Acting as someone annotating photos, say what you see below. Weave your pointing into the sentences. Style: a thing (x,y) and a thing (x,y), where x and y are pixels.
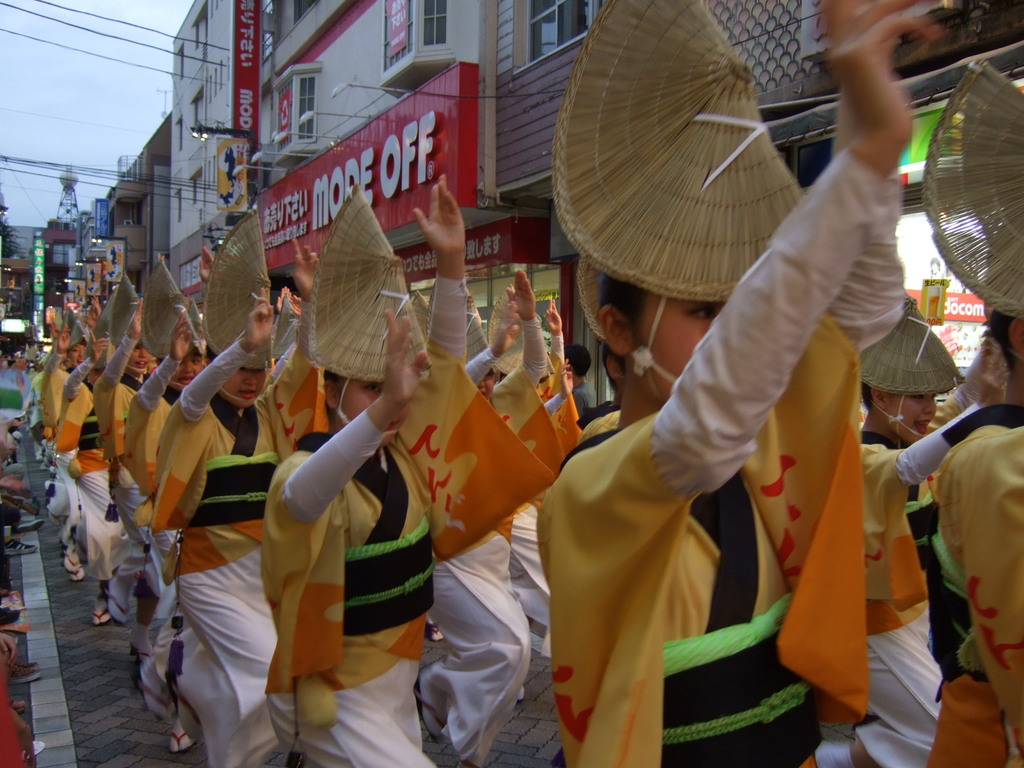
Here in this picture we can see a group of people (102,386) walking on the road (444,642) in a traditional dress (690,497) and all of them are wearing hats (598,262) on them and beside them we can see buildings (142,228) present all over there and we can see light posts (78,255) here and there.
